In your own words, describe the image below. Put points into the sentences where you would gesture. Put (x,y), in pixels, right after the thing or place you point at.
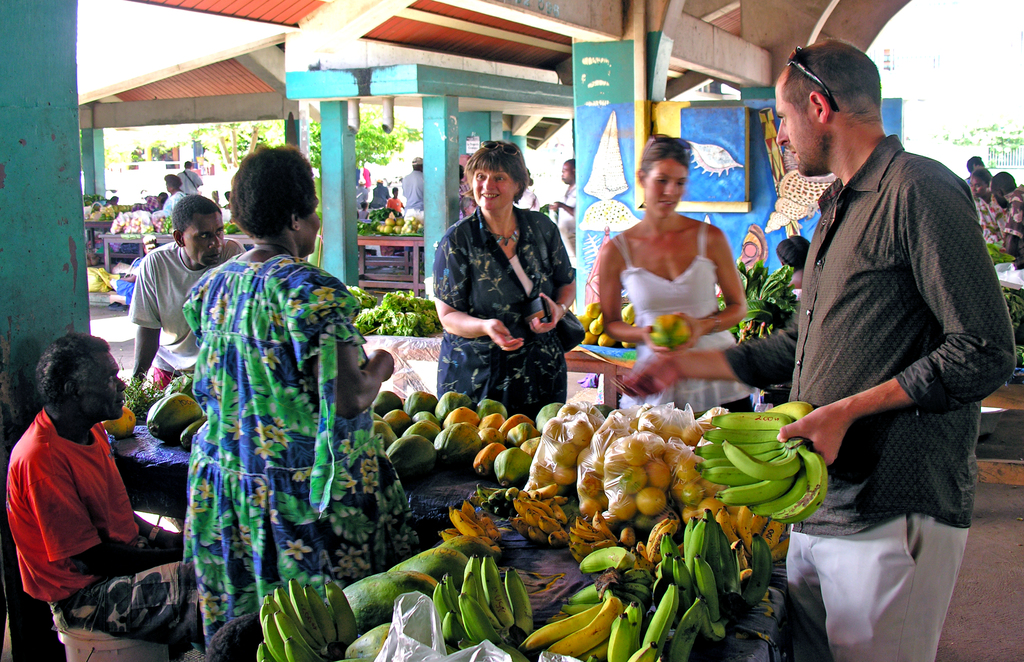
This picture looks like a market (472,453) and I can see few people (346,297) are standing and a woman (648,336) holding a papaya (679,330) in her hands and a man (833,401) holding bananas (772,454) in one hand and a woman (498,359) wore a bag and I can see a man (78,555) seated and another woman (234,362) standing and I can see few fruits (522,460) vegetables (392,321) and painting (623,158) on the walls (760,150) and trees (234,160) on the back (367,130).
